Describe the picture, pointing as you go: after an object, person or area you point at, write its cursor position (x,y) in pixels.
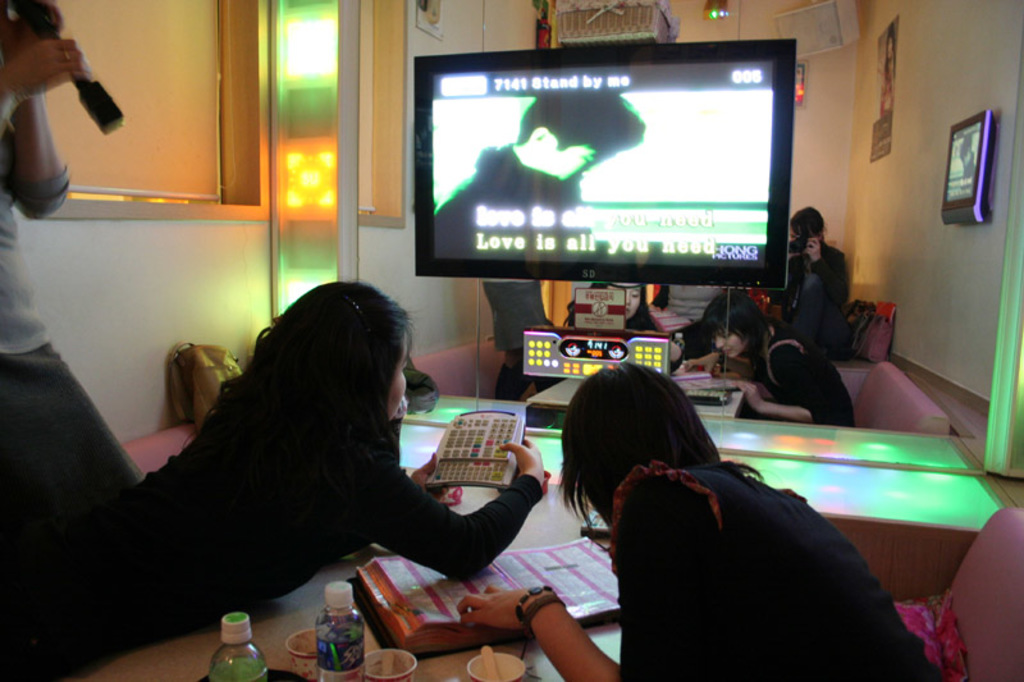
In this picture we can see some persons (765,552) sitting on the chairs (979,616). This is table (137,654). On the table (132,655) there are bottles (327,622), cups (296,641), and a book (382,598). Here we can see a screen (676,156) and this is wall (818,177). And there are frames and these are the lights (291,104).
